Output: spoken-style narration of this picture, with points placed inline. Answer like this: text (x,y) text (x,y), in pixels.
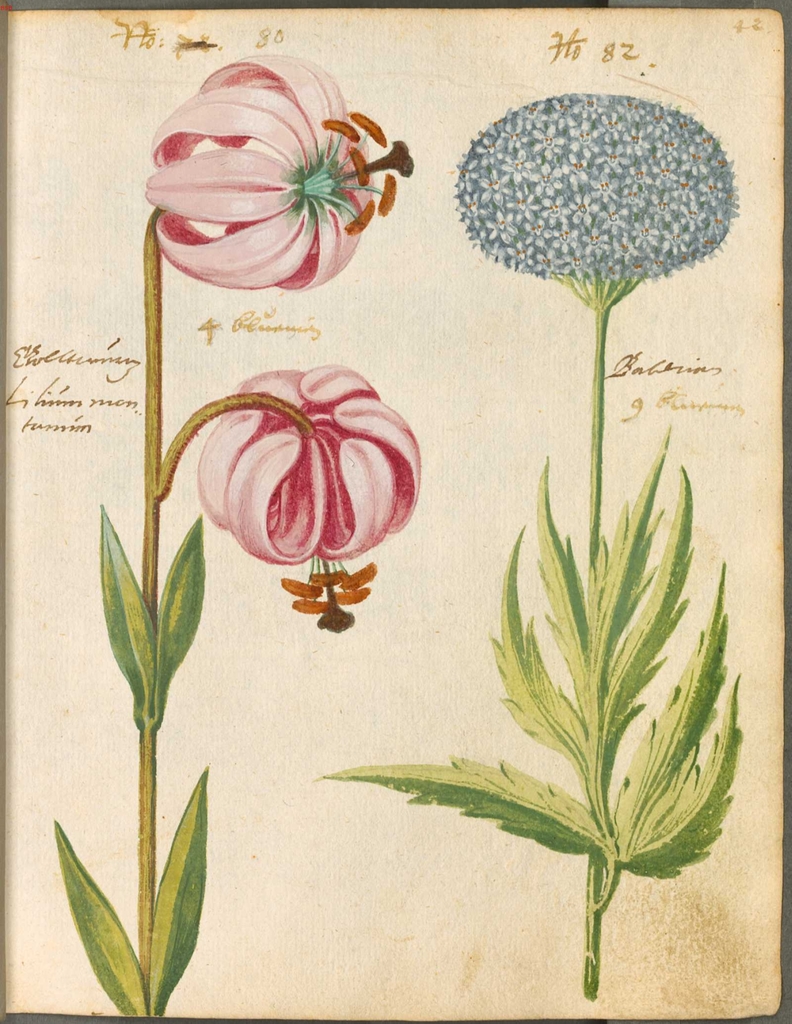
In this picture I can see the depiction of plants (682,564) and flowers (469,234) on a paper (86,279) and I see something is written on it.
